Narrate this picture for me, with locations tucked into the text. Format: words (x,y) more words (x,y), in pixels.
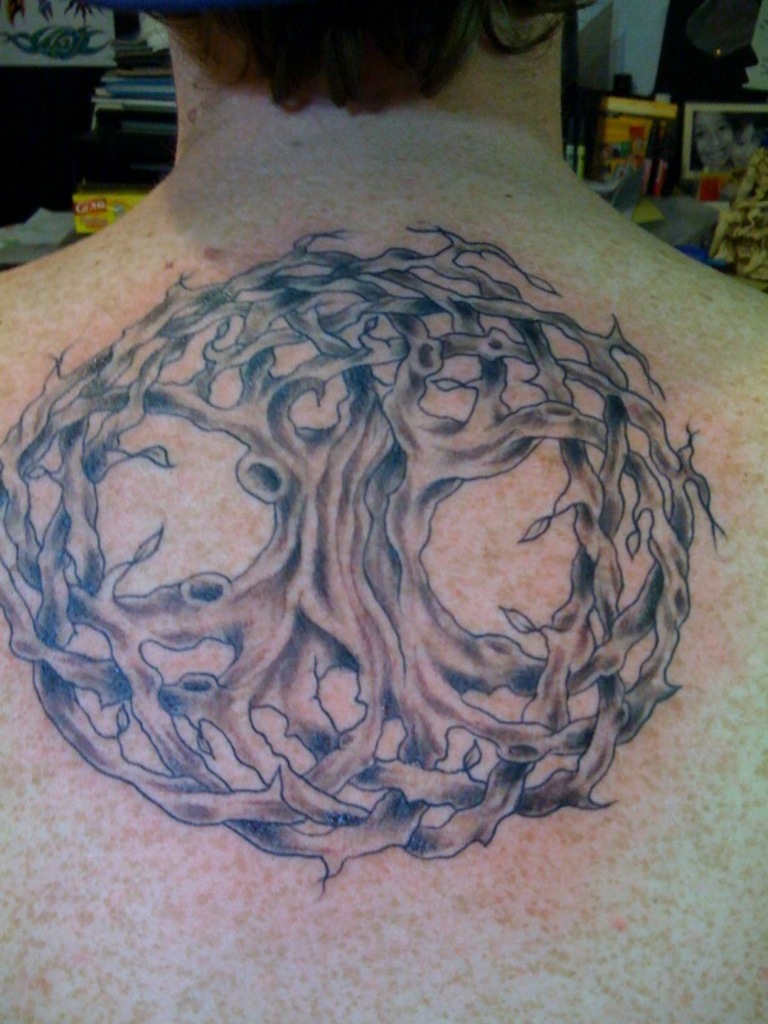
We can see tattoo (357,298) on a person (411,402). Background (751,235) we can see photo (718,132) and some objects (127,121).
